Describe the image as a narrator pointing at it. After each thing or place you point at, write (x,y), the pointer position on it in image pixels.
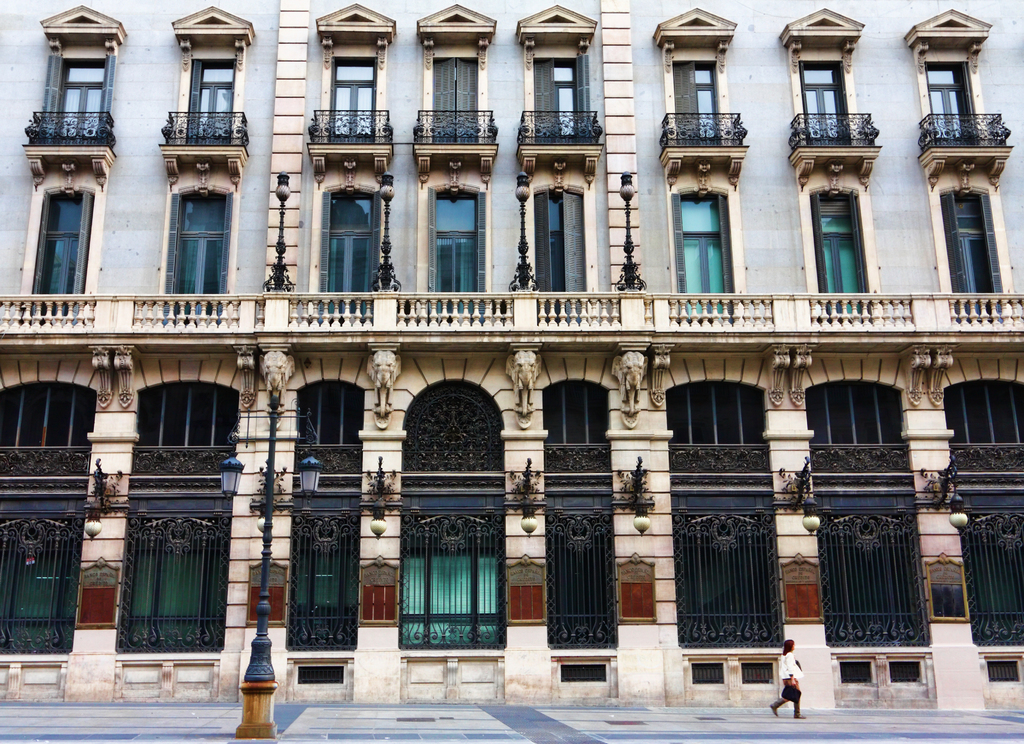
In this picture I can see there is a building (441,437) and there is a woman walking here and the building (416,183) has glass windows (354,229).
